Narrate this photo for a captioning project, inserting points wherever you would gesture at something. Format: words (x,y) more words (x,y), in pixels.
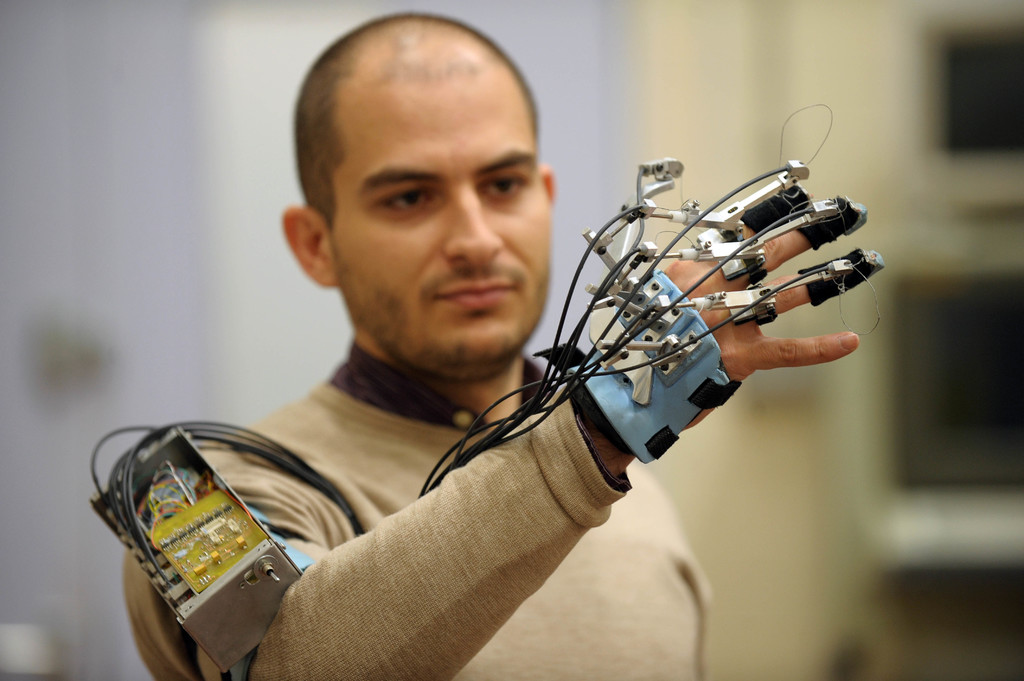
In this image I can see the person (502,579) wearing the brown color dress (465,537). And I can see the electronic equipment (650,332) to his hand (733,379) which is in blue, black and silver color. I can also see the wires (320,484) on it. And there is a blurred background (941,408).
